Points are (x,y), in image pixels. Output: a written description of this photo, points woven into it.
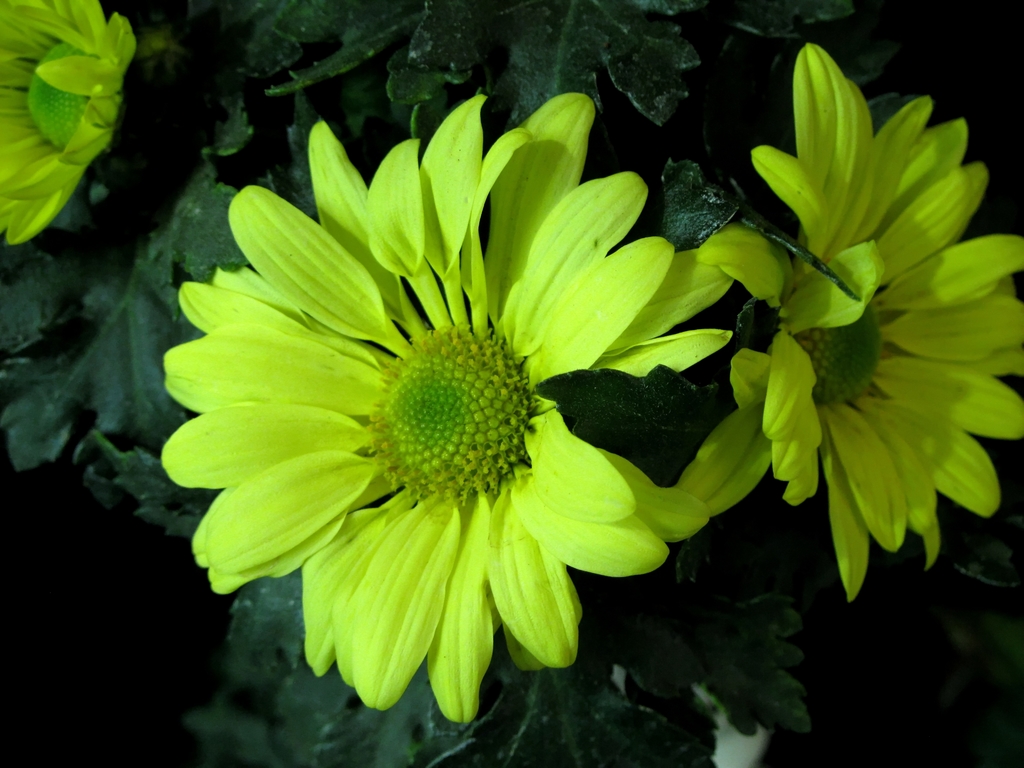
In this picture we can see flowers (434,510) and in the background (107,419) we can see leaves (16,426).
